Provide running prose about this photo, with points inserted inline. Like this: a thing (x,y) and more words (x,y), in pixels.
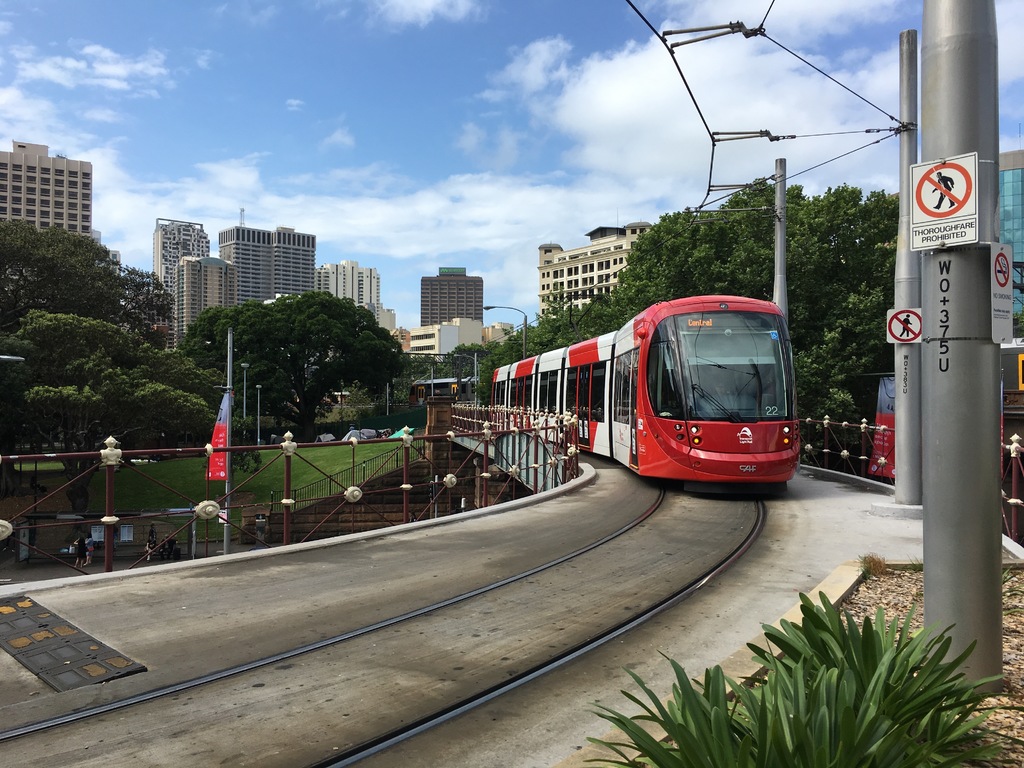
In this image I can see the train (710,437) on the track (489,631). The train (596,385) is in red and white color. To the side of the train (611,365) there is a railing (289,488), many poles (949,529) and also the plants (783,690). In the background (268,426) there are many trees (397,369), buildings (346,277), clouds (319,225) and also the blue sky (145,133).
